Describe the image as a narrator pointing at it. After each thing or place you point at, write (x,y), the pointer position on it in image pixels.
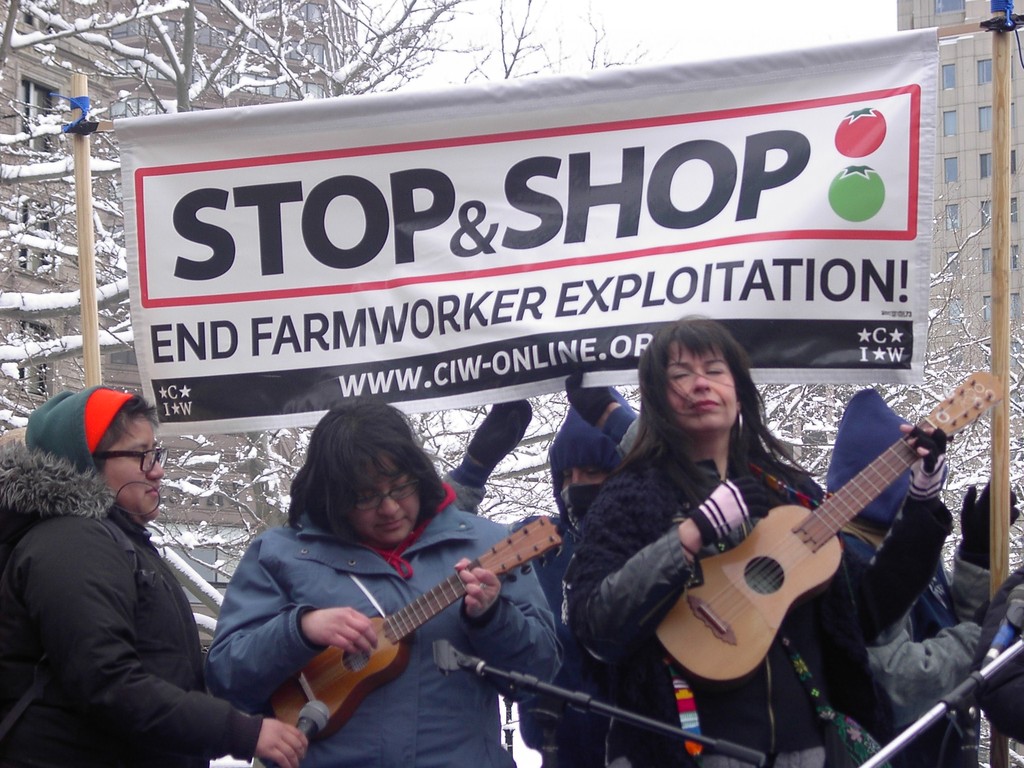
in the picture we can see three ladies (679,597), two ladies (423,648) are catching a guitar (693,667) with a microphone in front of them. we can also see a banner (387,246) with the text (383,247).
